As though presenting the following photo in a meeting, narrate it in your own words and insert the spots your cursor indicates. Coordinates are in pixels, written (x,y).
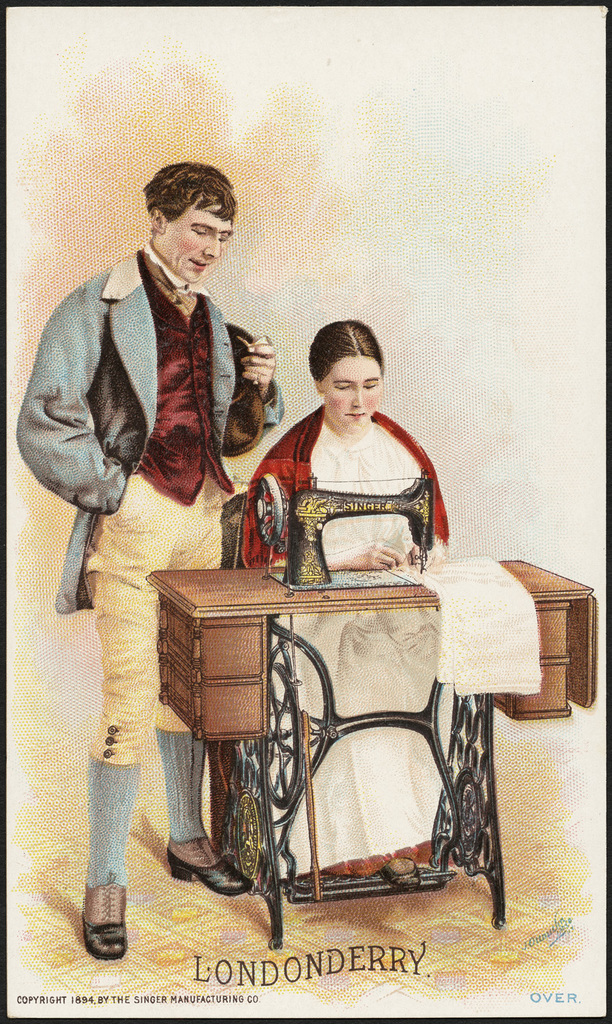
In the center of the image (352,565) we can see a lady (324,537) sitting, next to her there is a man (196,517) standing and holding a hat (233,434). We can see a sewing machine (262,750). There is a cloth (469,652) placed on the sewing machine (476,726). At the bottom (333,973) there is text (296,957).
